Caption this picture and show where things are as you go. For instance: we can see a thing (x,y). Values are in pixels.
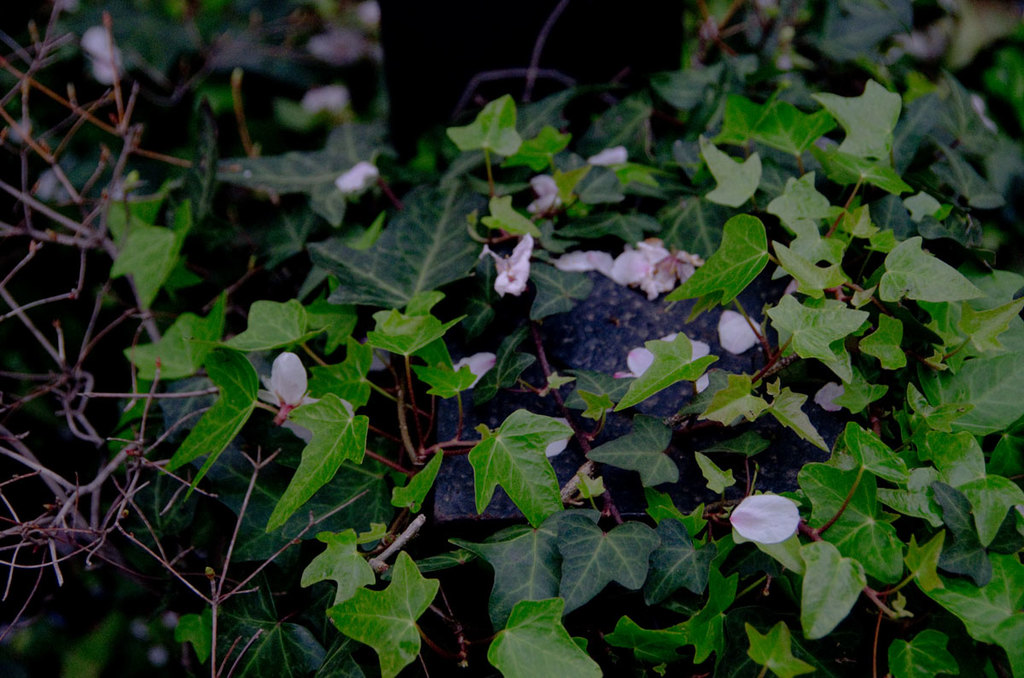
In this image we can see pink color flowers (627,260), leaves (866,550) and stems (206,598).
